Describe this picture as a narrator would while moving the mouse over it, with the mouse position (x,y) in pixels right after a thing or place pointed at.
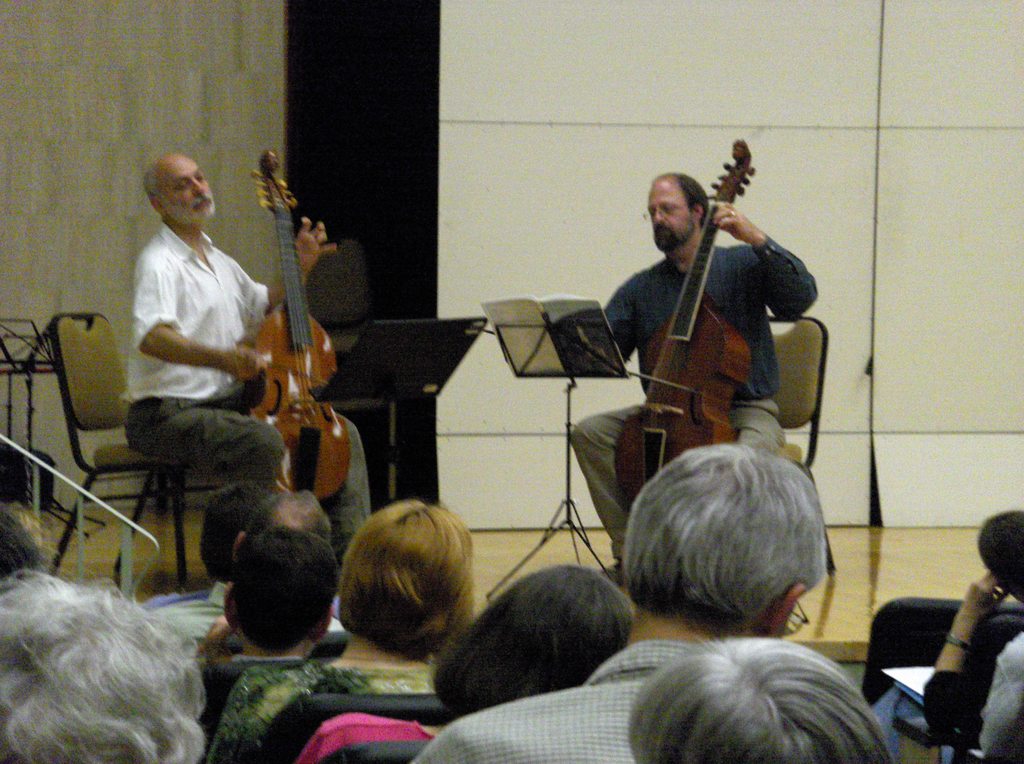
In this image I can see two men (225,307) are sitting on the chairs (116,463) and playing viols (271,404) on the stage (522,536). In the background (444,99) I can see a wall (459,88). On the bottom of this image (325,719) there are some people (474,697) sitting on the chairs (307,702) and looking at the people (225,421) who are playing the viols (678,350).
